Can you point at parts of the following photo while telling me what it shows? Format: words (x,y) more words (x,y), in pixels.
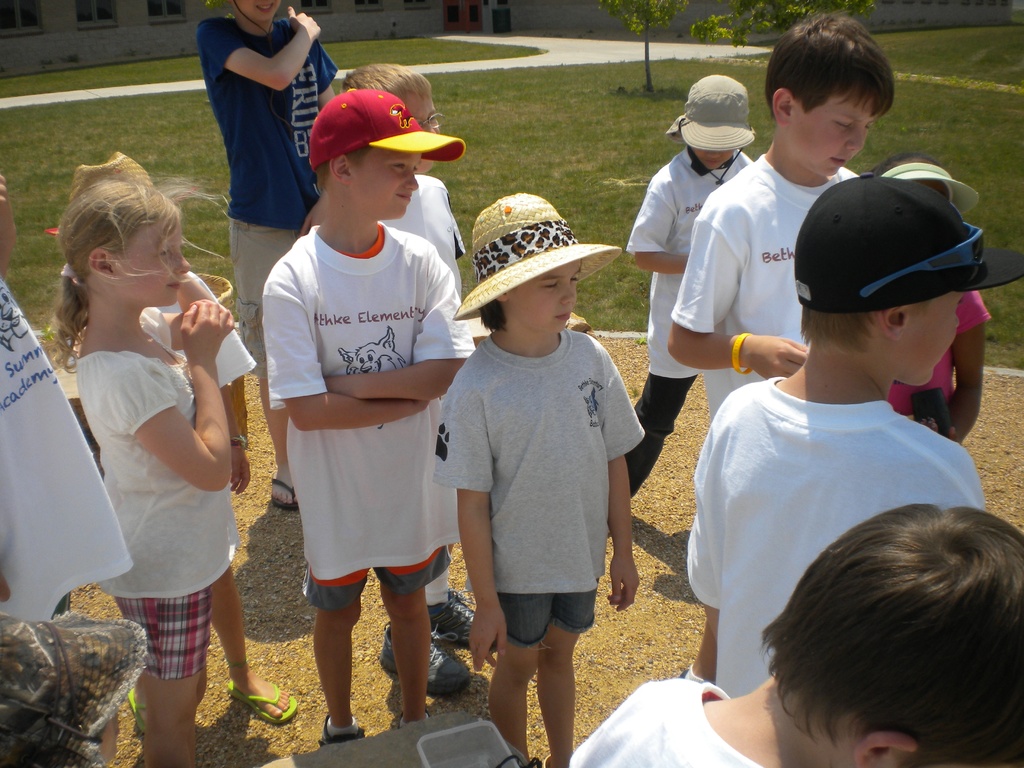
In this picture we can observe children (448,302) standing in the ground (466,133). We can observe some children (349,144) wearing caps (321,129) and hats (496,295) on their heads (368,159). Most of them are wearing white color T shirts (415,339). We can observe one boy (257,182) wearing blue color T shirt (250,104). There is some grass (467,149) on the ground (584,173). In the background (353,5) there is a wall (104,41) and some windows (102,18).
